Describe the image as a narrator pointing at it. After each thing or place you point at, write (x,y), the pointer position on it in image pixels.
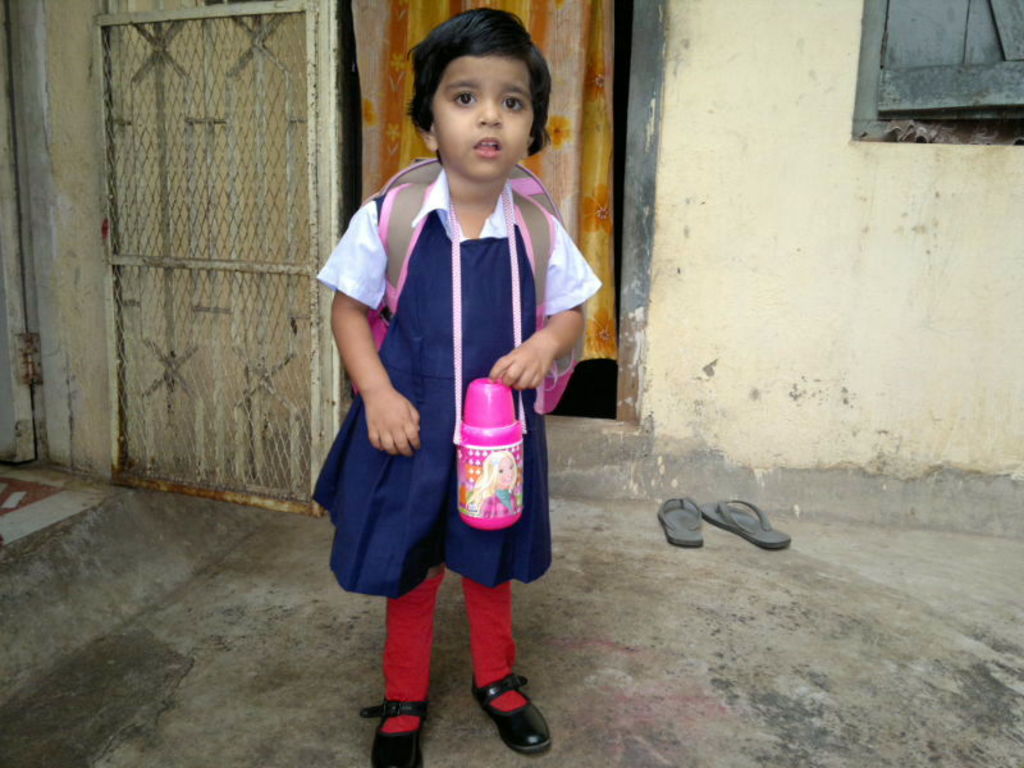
A girl (443,337) with blue color uniform (443,339) is standing. She is wearing a bag (402,217) and a bottle (497,451). She is wearing a red color pant (498,698) and black shoes (522,729). Behind her there is a curtain (598,127) and door (647,90). To the left (318,347) there is a gate (221,187). On the floor (633,504) there are slippers (676,527). On the top right corner (895,76) there is a window (946,97).
